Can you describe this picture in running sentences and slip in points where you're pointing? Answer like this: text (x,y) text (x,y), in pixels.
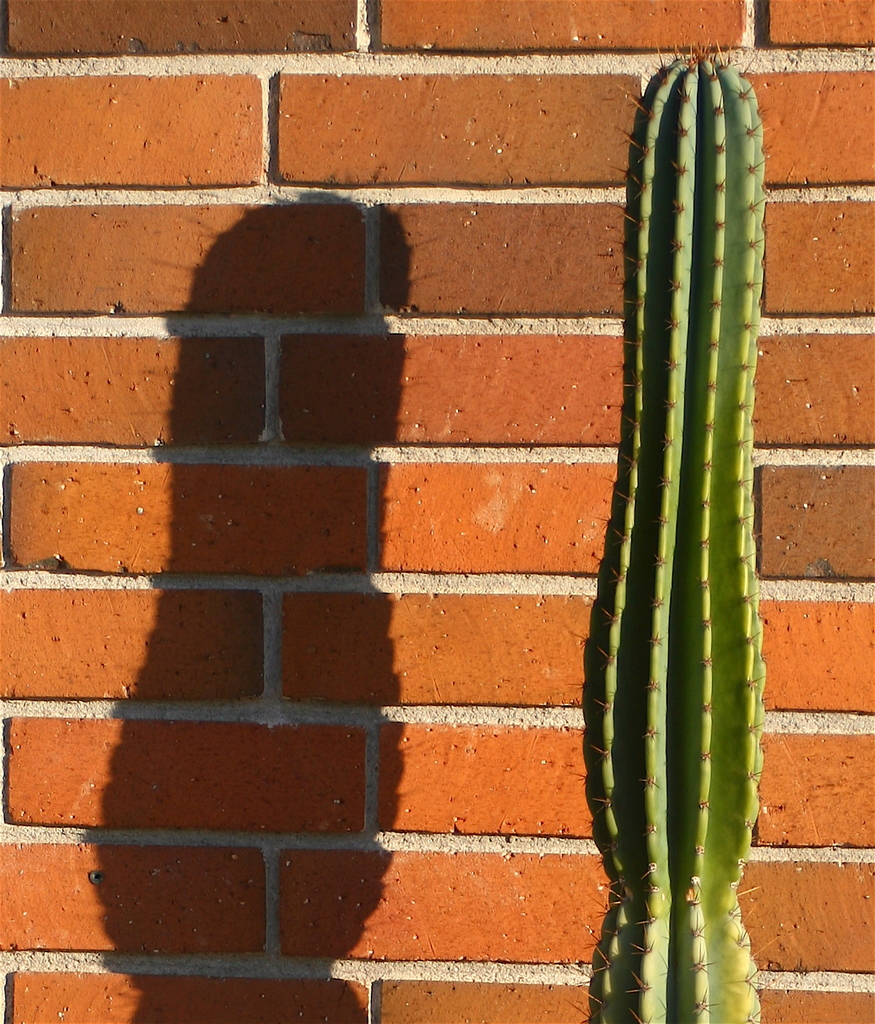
In the picture I can see the cactus plant (657,870) on the right side (644,515). In the background (424,536), I can see the brick wall (431,503) and there is a shadow (389,682) of the plant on the wall (330,585).
